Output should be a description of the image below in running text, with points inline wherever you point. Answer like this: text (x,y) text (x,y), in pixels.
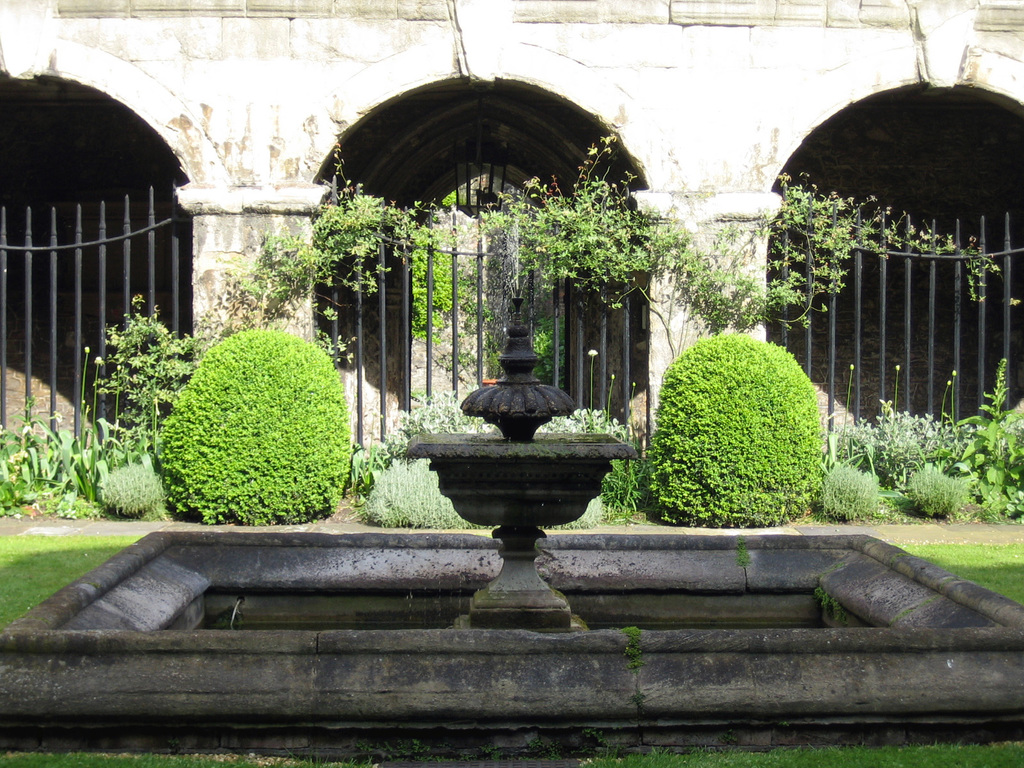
In this image in the center (510,483) there is one fountain (525,504), and in the background (419,117) there is a fence (478,246), plants (658,485) and a building (762,213). At the bottom (58,547) there is a grass (58,547).
